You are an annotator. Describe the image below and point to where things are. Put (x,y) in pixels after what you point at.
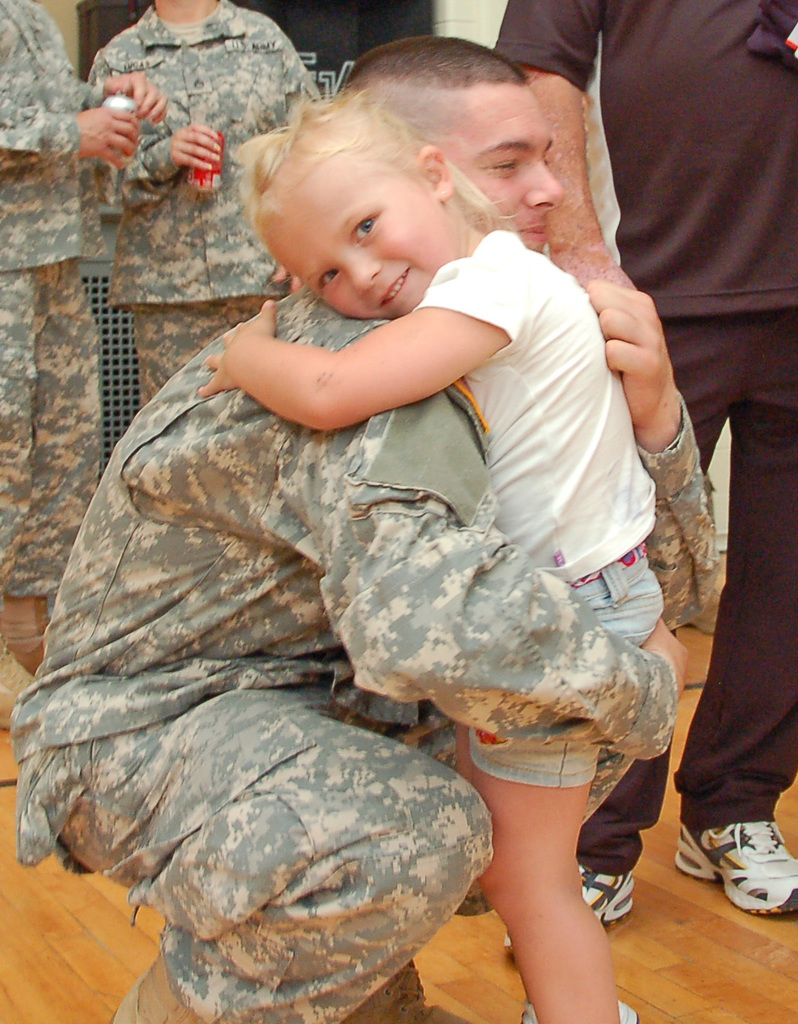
In this image we can see a few people (276,541), among them, one is holding a child (495,420), in the background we can see the wall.
